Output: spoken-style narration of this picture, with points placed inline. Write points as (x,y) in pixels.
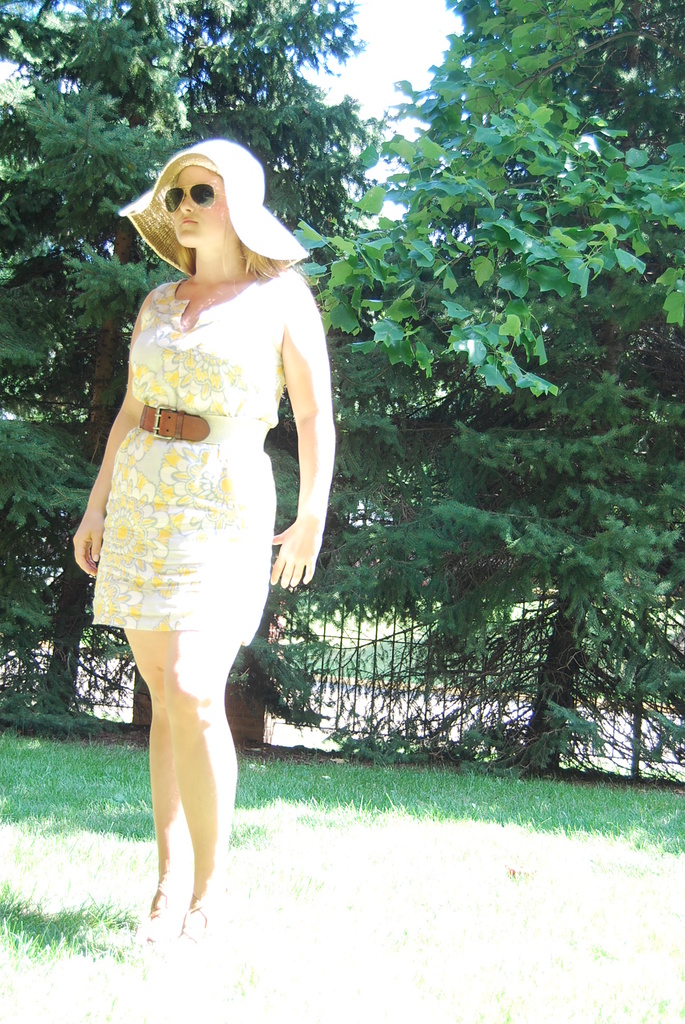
In this image there is a lady (200,442) wearing hat (234,187), glasses (175,193) and standing on a grassland (316,782), in the background (523,470) there are trees (532,626) and fencing (526,724).
